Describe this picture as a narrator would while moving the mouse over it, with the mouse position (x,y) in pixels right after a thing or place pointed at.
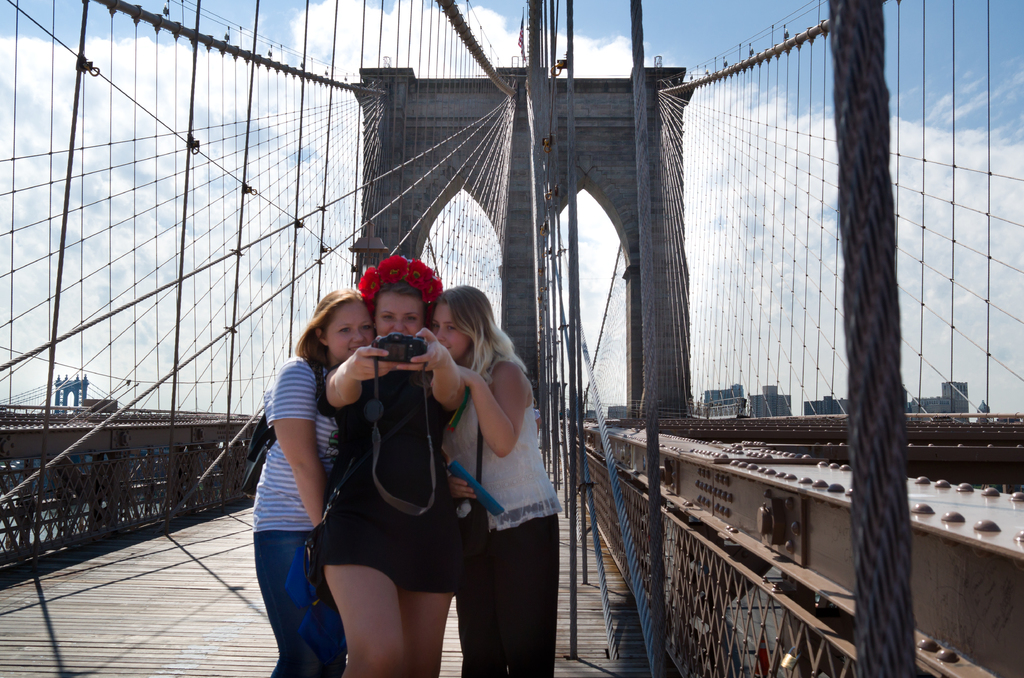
In this image, there are a few people (386,373). Among them, we can see a lady (411,564) holding an object (375,442). We can see the ground (158,632) and some net (45,550). We can also see the arch (628,352). There are a few buildings (954,408). We can see the sky (727,209) with clouds (696,265).
